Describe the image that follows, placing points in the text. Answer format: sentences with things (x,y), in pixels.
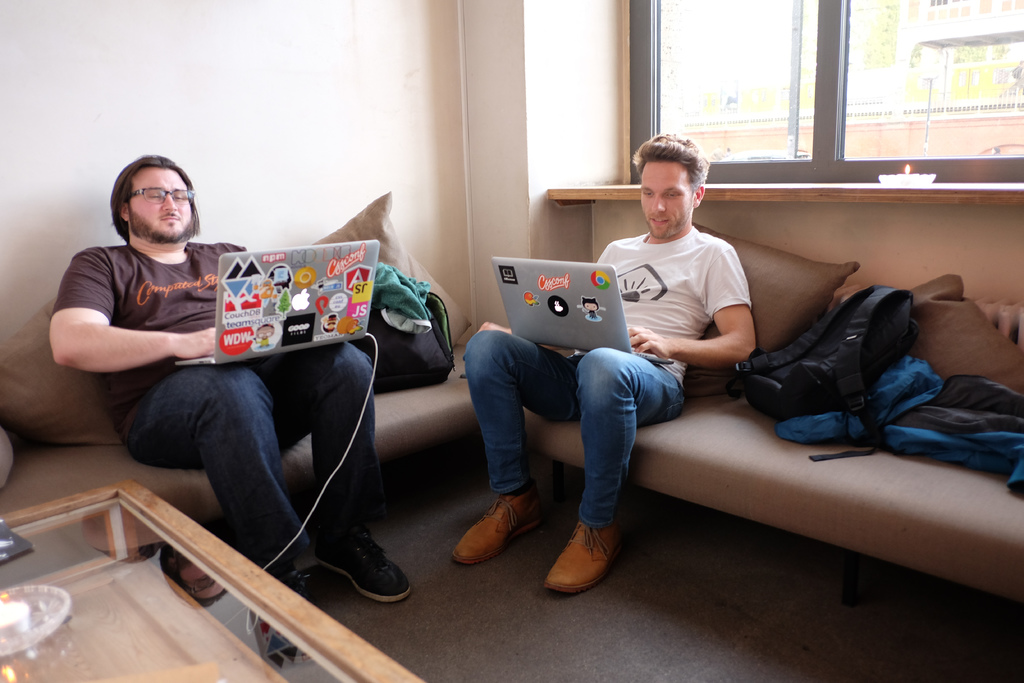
in the picture there is a living room (381,346), in which two persons (334,397) are sitting on a sofa (922,489) and working with a laptop (341,259), here there are some bags (813,355) on the sofa (929,464).
